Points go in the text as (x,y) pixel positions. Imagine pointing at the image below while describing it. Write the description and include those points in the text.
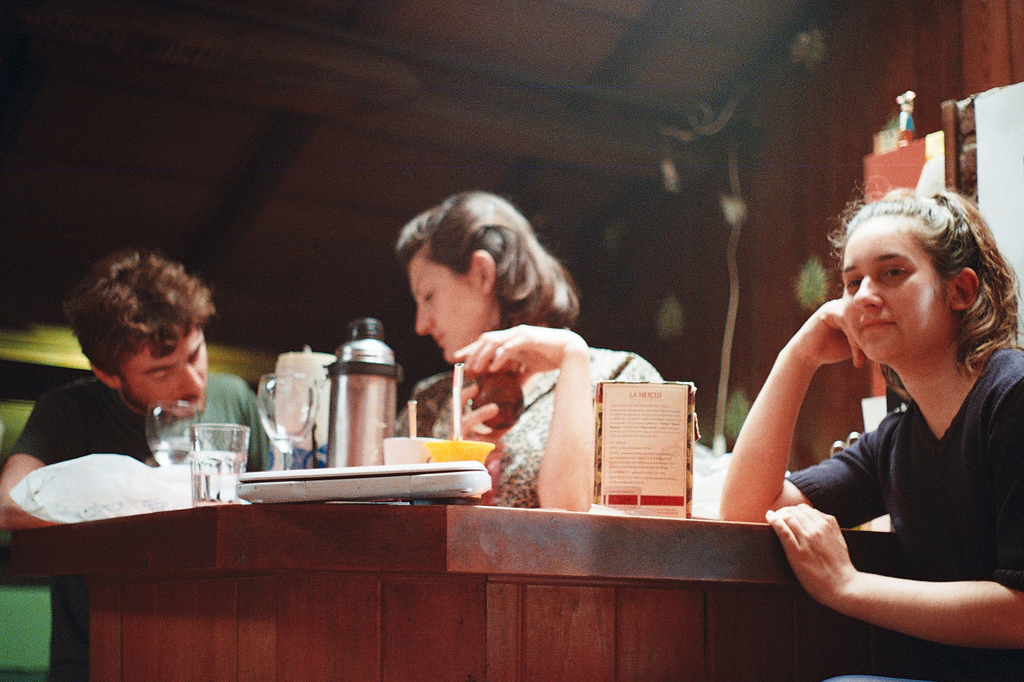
There are three persons (156,393) in this image. The girl (951,457) at the right side (916,462) is smiling and is leaning on the table (740,540). In the center (504,339) woman (493,365) is looking at the left side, the boy (170,370) in the green shirt (92,413) is doing some work. On the table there are glasses (209,457), jar (329,403). In the background (794,170) there is a wall (776,179).
